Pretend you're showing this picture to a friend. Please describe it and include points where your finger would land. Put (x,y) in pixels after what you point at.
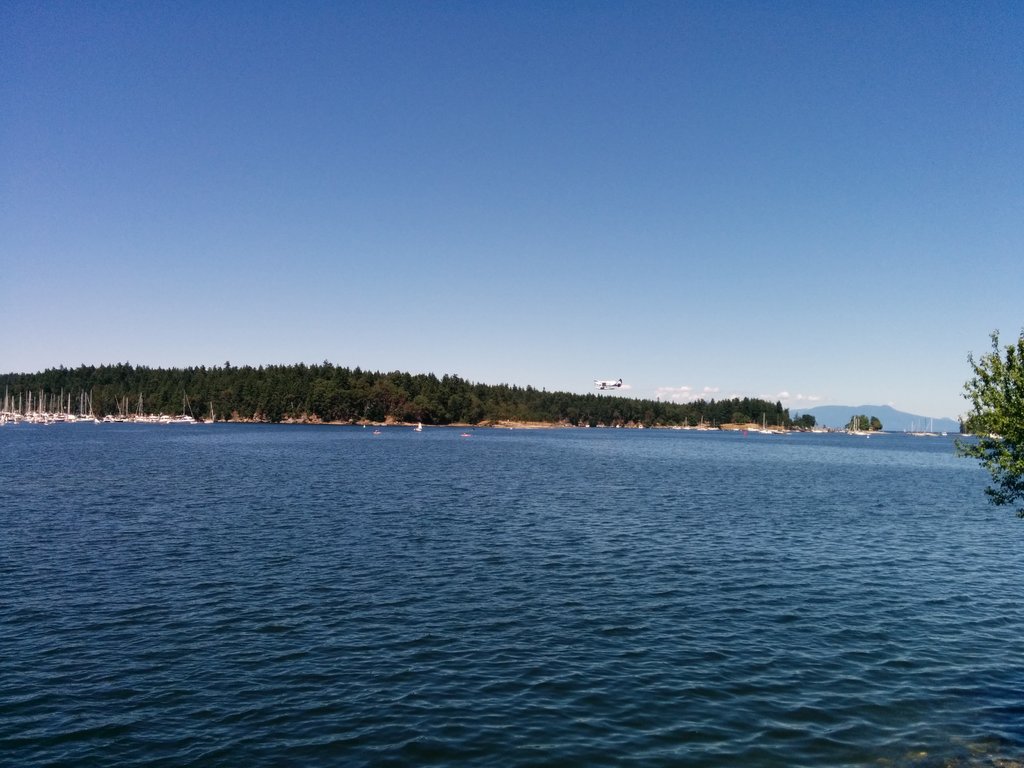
In this image we can see the trees (479,409), hill (909,414) and also the boats (98,419) on the surface of the river (344,525). We can also see the sky (557,275).
